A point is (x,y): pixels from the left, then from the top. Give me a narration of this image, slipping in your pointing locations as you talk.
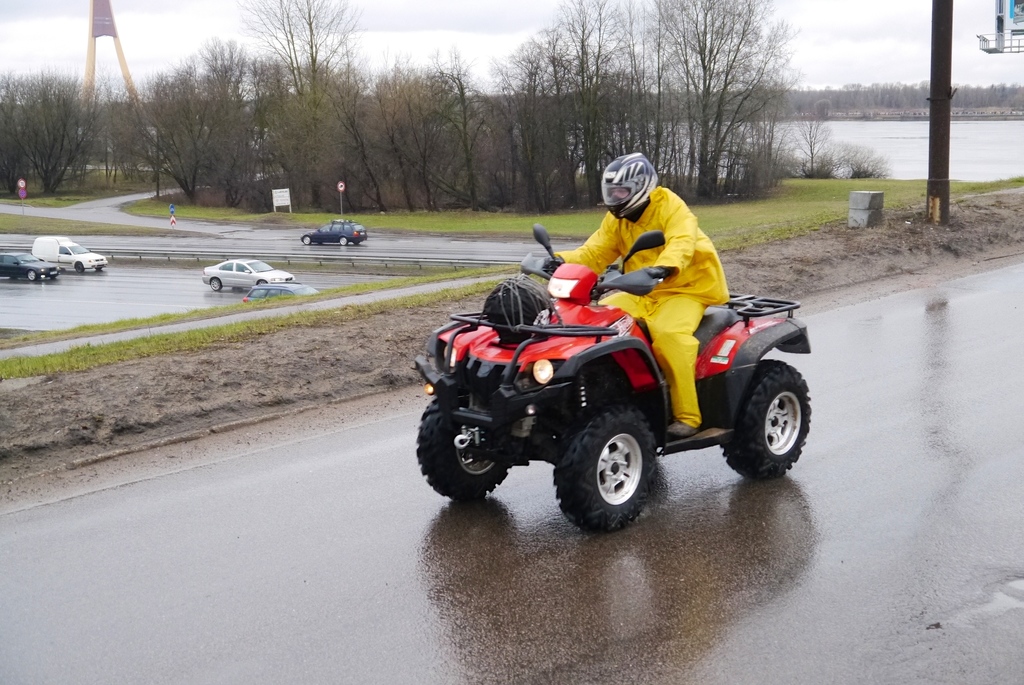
In this image we can see a person (658,262) with helmet (641,187) riding a vehicle (650,232). In the background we can also see some vehicles (253,267) passing on the road (318,280). Image also consists of many trees (440,91). We can also see poles (932,75). In the background (928,134) there is lake (918,155). Sky (329,44) is also visible.
